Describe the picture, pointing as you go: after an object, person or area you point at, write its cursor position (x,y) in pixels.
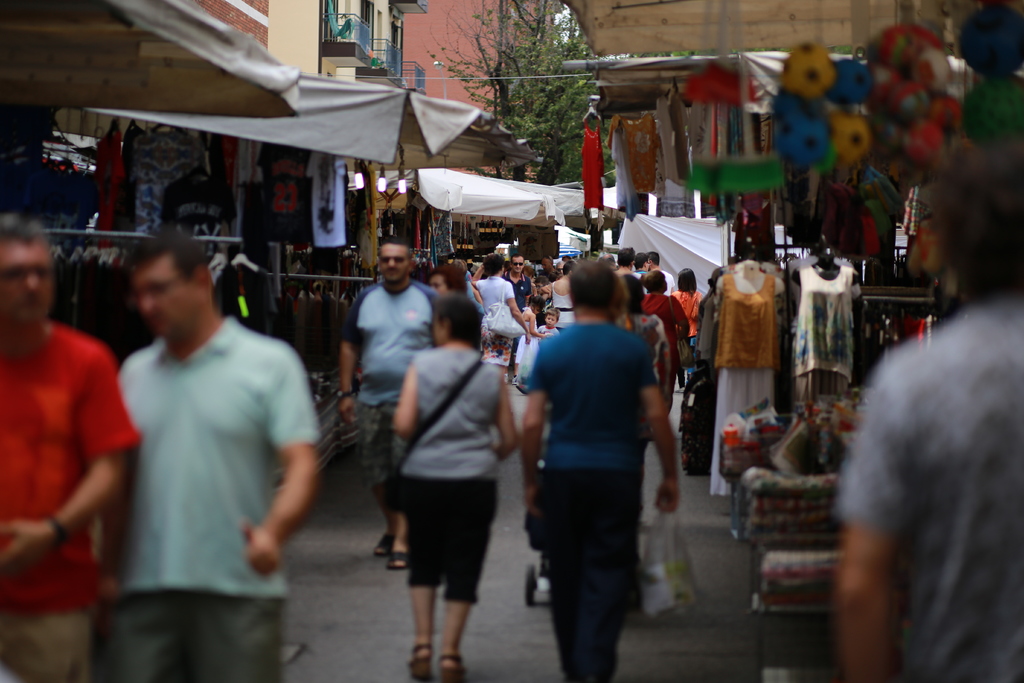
In this picture we can see group of people (538,389), in the background (327,209) we can find few clothes (736,299), balloons (904,95), mannequins (747,293), curtains (669,233) and other things (800,410), also we can see few buildings (410,50) and trees (538,82).
